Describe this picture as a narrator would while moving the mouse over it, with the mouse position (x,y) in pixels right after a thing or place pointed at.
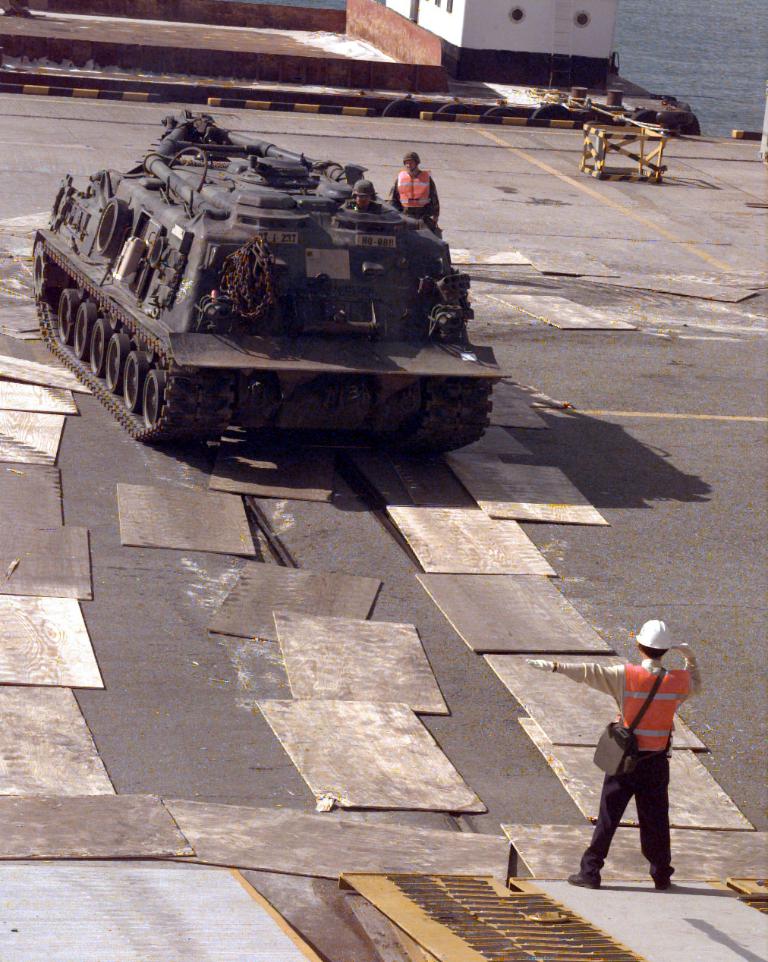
On the right side of the image (648,810) we can see one person (648,821) is standing and he is wearing a jacket (660,722), helmet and bag (662,676). At the bottom of the image (475,925) we can see a few other objects (455,913). In the center of the image (384,329) we can see woods (475,583) and one vehicle (241,352). On the vehicle (287,363), we can see one person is standing and he is wearing a helmet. Behind vehicle (228,245), we can see one person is standing and he is also wearing a jacket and helmet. In the background (715,71) we can see water (704,79), one building (592,49), square shape object (609,135), road (751,232) and a few other objects (383,73).
